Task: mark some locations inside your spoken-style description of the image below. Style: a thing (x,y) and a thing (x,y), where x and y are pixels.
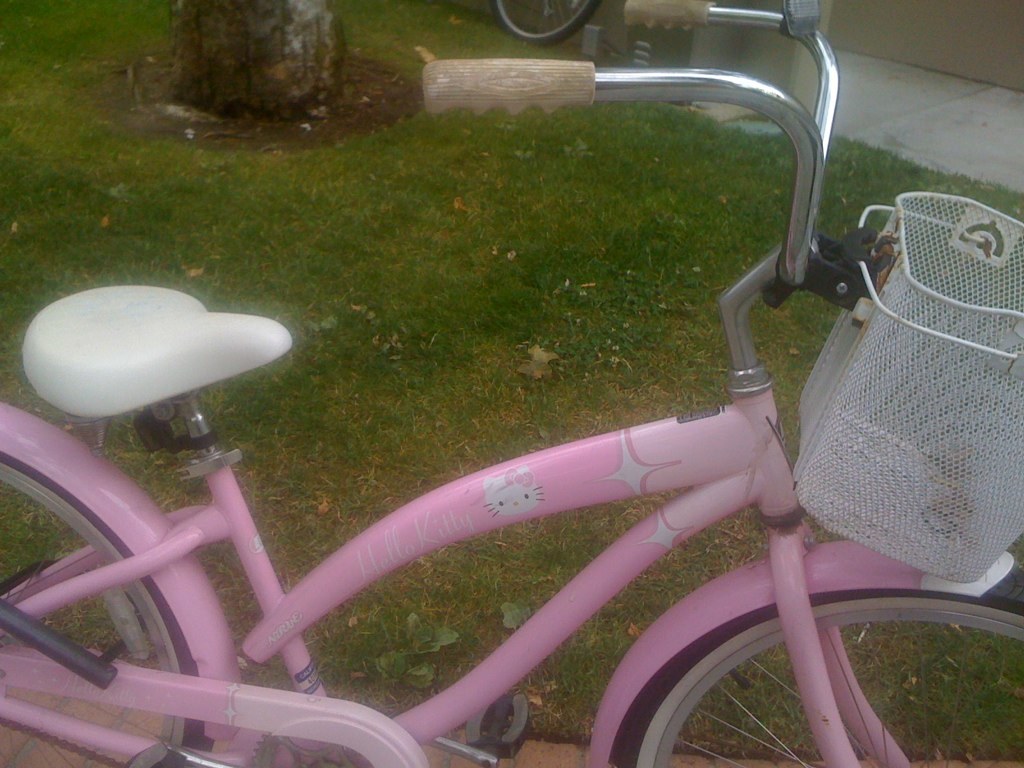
In this image, we can see a bicycle (557,449) which is colored pink.
